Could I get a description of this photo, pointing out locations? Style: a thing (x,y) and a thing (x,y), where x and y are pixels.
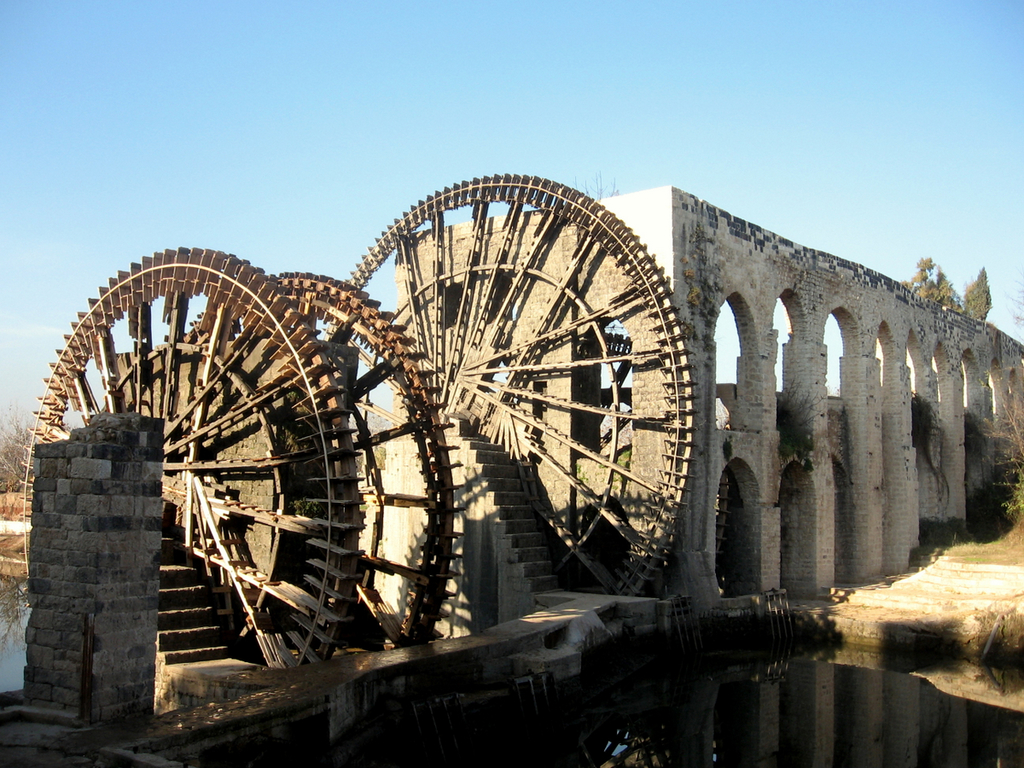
In this image we can see a building (908,489) with windows (804,495) and large wheels (421,502) with stairs (503,447). On the backside (547,171) we can see some trees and the sky (759,184) which looks clear.
